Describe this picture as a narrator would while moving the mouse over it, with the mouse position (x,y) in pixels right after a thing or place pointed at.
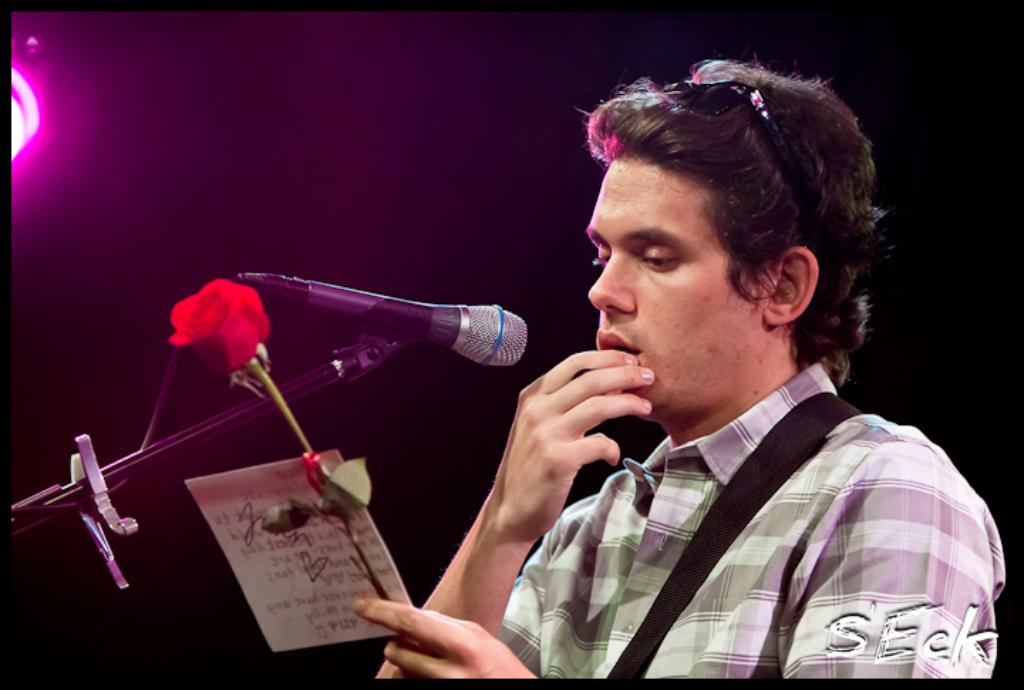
In this image I can see a man (567,605) is holding a flower (379,595) and a card (338,615) in hand (421,610) in front of a mike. In the background (379,424) I can see a light and dark color. This image looks like a photo frame.
